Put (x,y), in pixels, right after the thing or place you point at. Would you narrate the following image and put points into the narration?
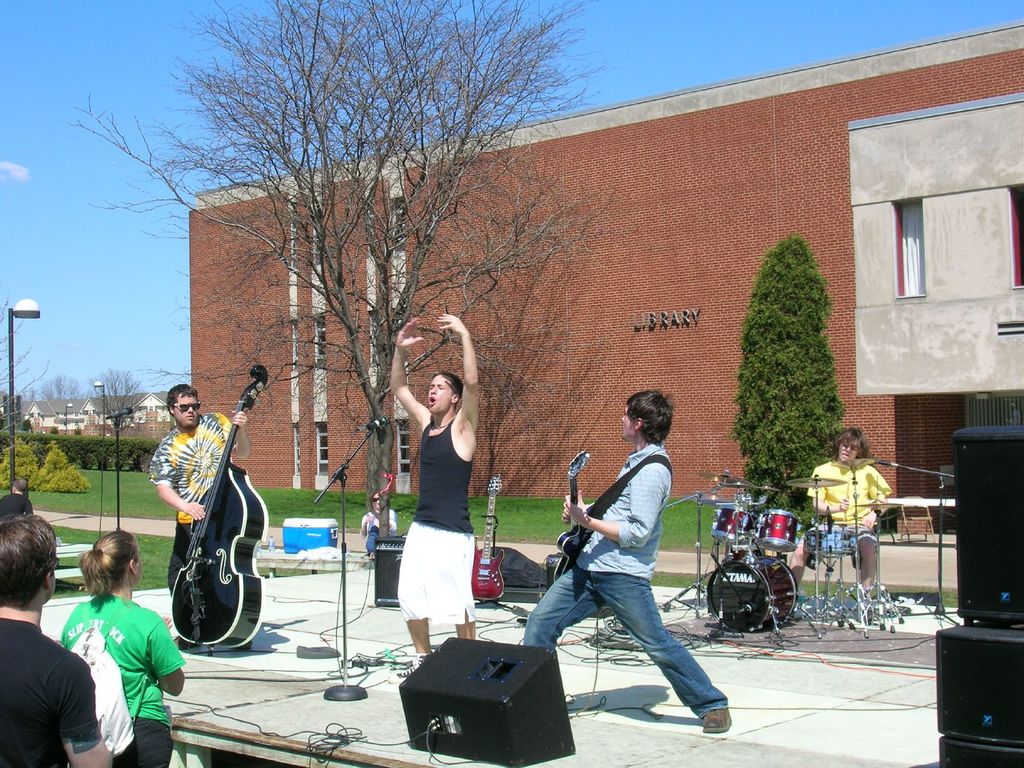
At the top (736,34) we can see a clear blue sky (722,31). This is a building (726,234) and there are bare trees (448,186) and trees (784,248) near to the building (307,383). This is a fresh green grass (332,493). Here we can see two men (602,559) standing and playing guitars (216,529). We can see this man (403,586) is singing and dancing and he is standing in front of a mike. We can see one man (802,573) sitting and playing drums (778,523). This is a cymbal (826,484). This is a platform (873,748). We can see persons (55,699) standing near to the platform (273,647). These are lights (36,307).
